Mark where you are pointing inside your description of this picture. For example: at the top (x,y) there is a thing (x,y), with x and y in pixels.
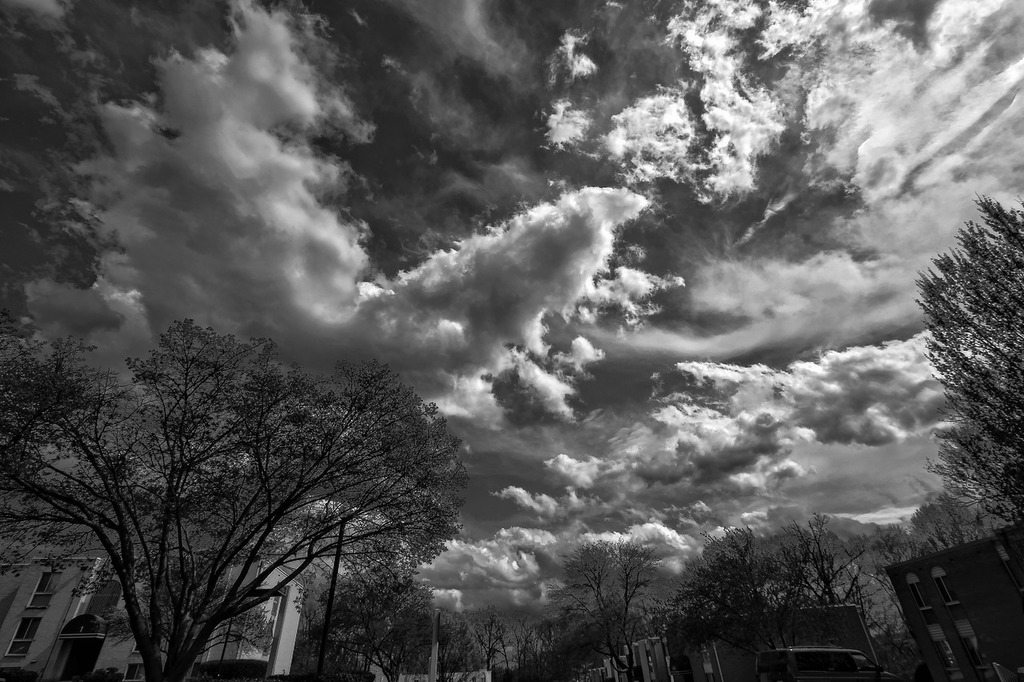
In this picture we can see trees (749,609) at the bottom (267,533), on the left side (109,646) there is a building (79,629), we can see the sky (497,167) and clouds (467,124) at the top of the picture (399,226), it is a black and white image.
